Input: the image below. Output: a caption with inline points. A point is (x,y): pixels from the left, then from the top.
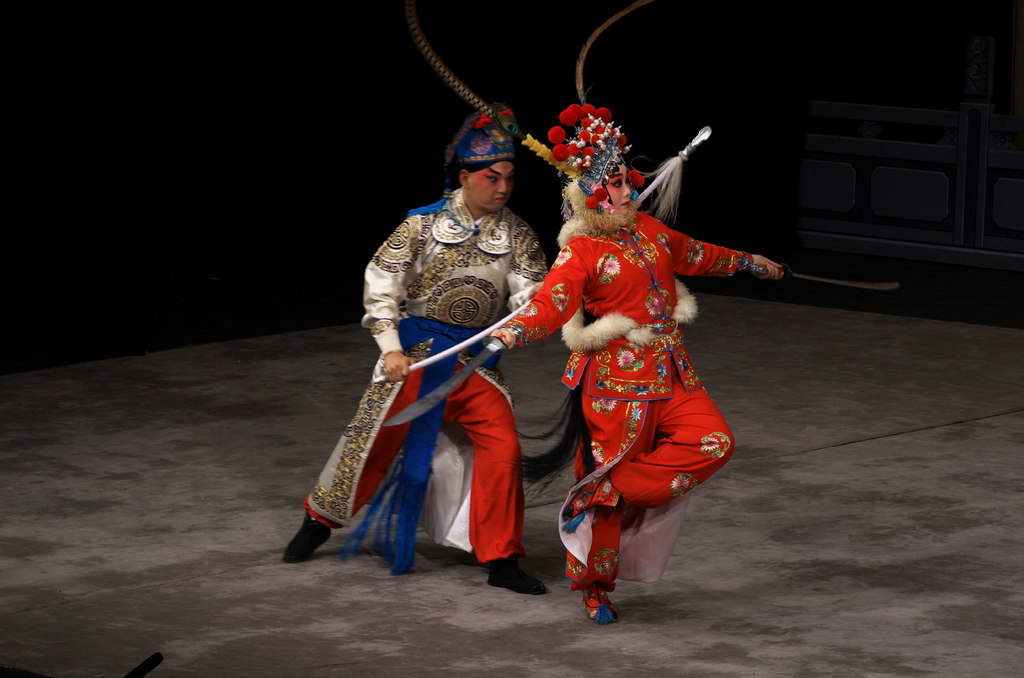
There are two people (585,344) in motion and wore costumes (640,275) and this person (558,291) holding swords (501,346). In the background (432,46) it is dark and we can see wall (922,192).
